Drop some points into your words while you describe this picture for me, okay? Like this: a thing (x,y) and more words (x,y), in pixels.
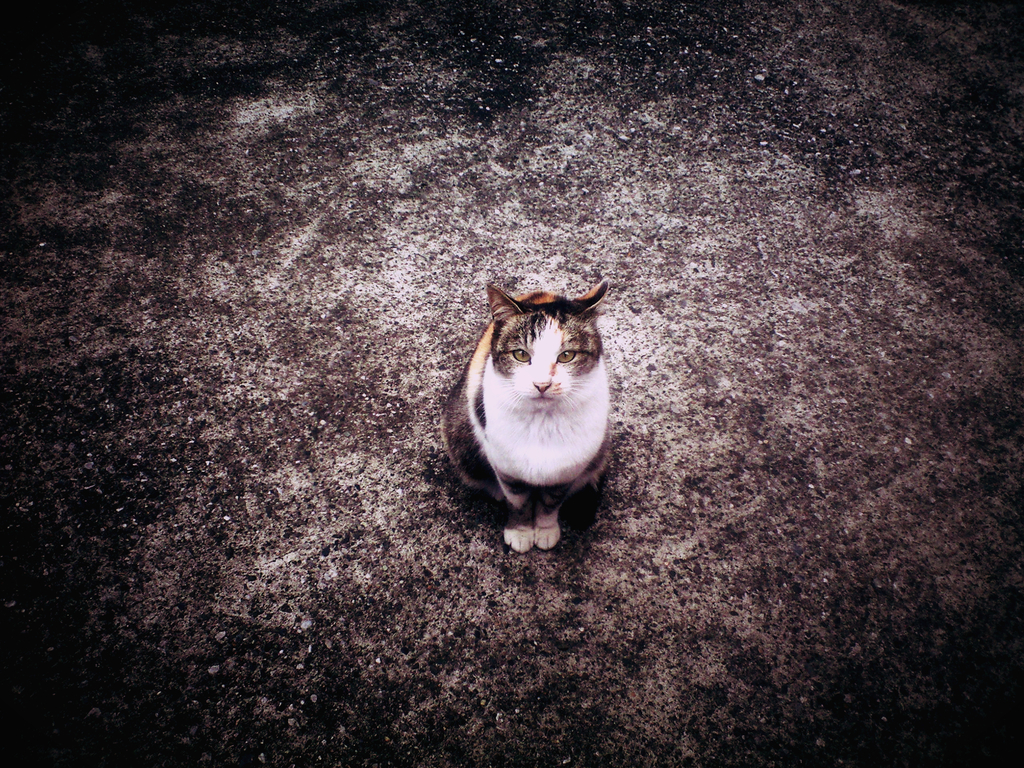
In this image we can see a cat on the surface (298,310).
